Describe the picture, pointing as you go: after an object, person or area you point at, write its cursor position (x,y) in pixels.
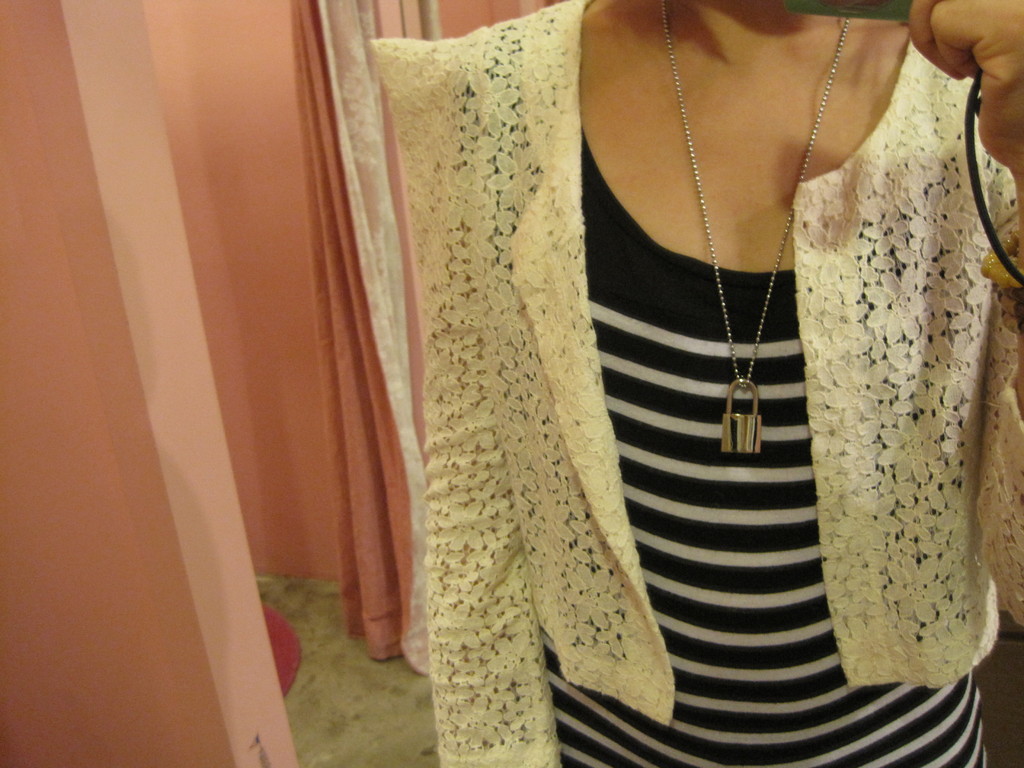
In this image, we can see a person (814,456) holding an object (898,2). On the left side of the image (184,636), we can see wall (77,451), floor (338,674), floor mat (272,640) and curtain (360,429).
